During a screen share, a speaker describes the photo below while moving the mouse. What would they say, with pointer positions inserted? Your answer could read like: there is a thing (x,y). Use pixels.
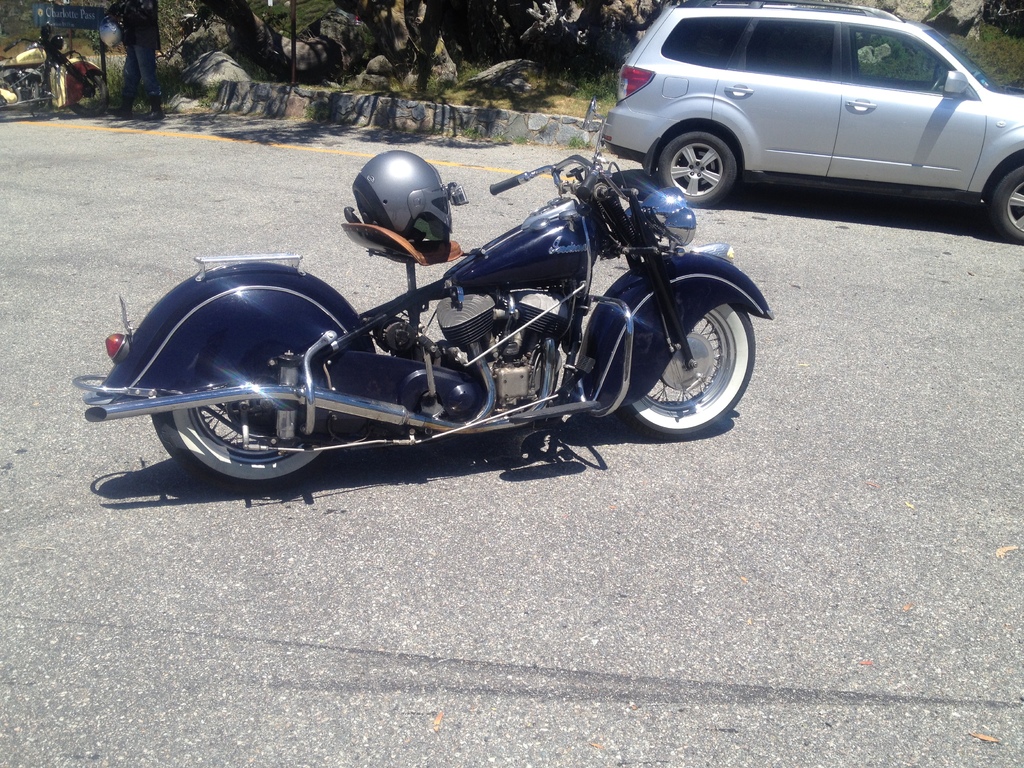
In the picture we can see a road (208,704) on it, we can see a motorcycle (356,223) which is blue in color with a helmet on it and beside it, we can see a car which is gray in color and besides, we can see some grass surface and rocks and behind the car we can see a person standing near the motorcycle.
